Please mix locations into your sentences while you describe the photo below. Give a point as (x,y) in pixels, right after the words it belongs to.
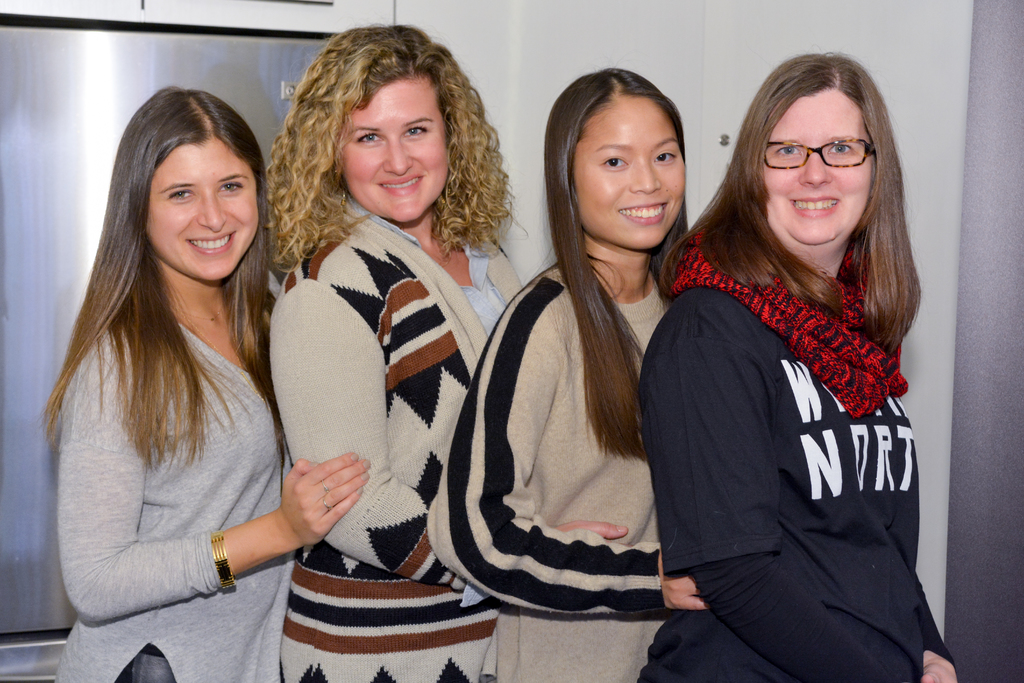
In the middle of the image (392,442) few women (428,97) are standing and smiling. Behind them there is a wall (868,38).
